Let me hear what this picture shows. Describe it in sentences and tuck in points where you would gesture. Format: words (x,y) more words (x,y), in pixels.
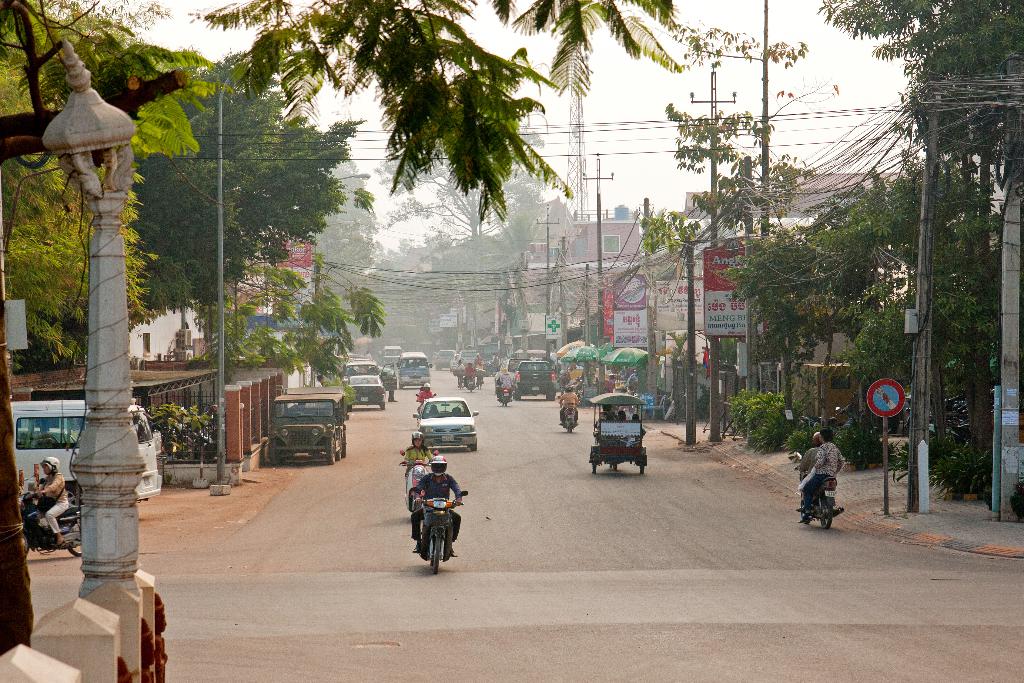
In this image, there is an outside view. There are some vehicles (543,383) in between trees (277,226) and poles (695,256). There is a sign board (712,263) on the right side of the image (887,440). There is a pole (123,325) on the left side of the image (109,323). There are some buildings (796,227) in the middle of the image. In the background of the image (635,83), there is a sky (640,95).
